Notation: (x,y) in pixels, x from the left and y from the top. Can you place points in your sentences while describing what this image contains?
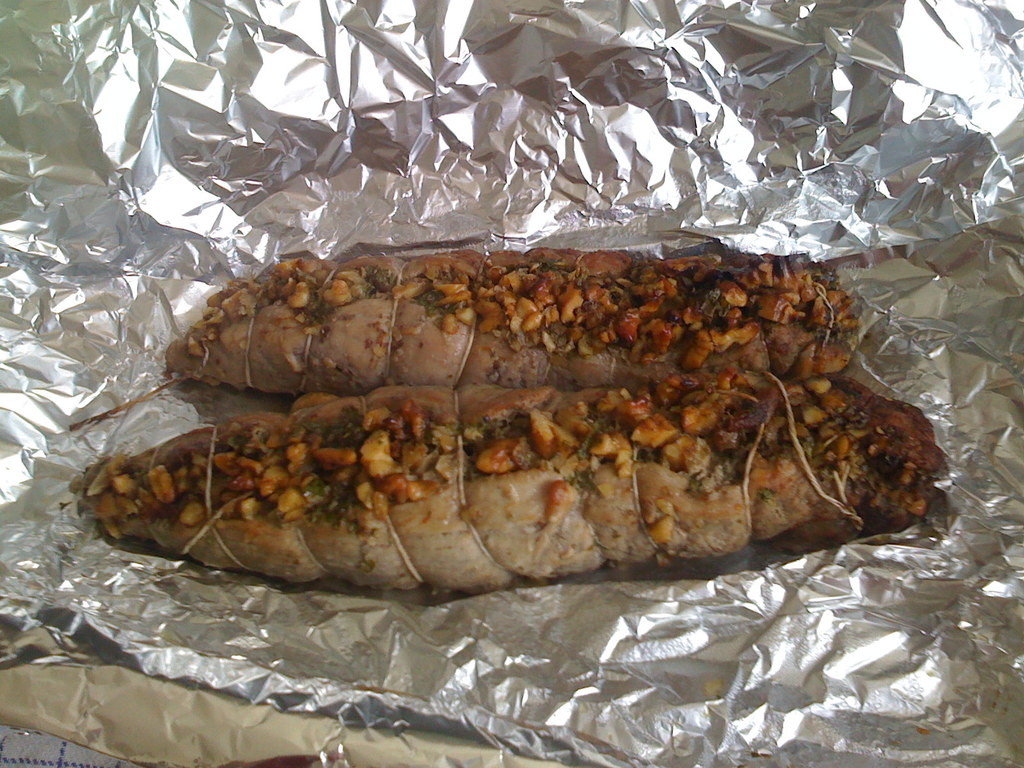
In this picture we can see food (344,339) on the paper (477,195).
